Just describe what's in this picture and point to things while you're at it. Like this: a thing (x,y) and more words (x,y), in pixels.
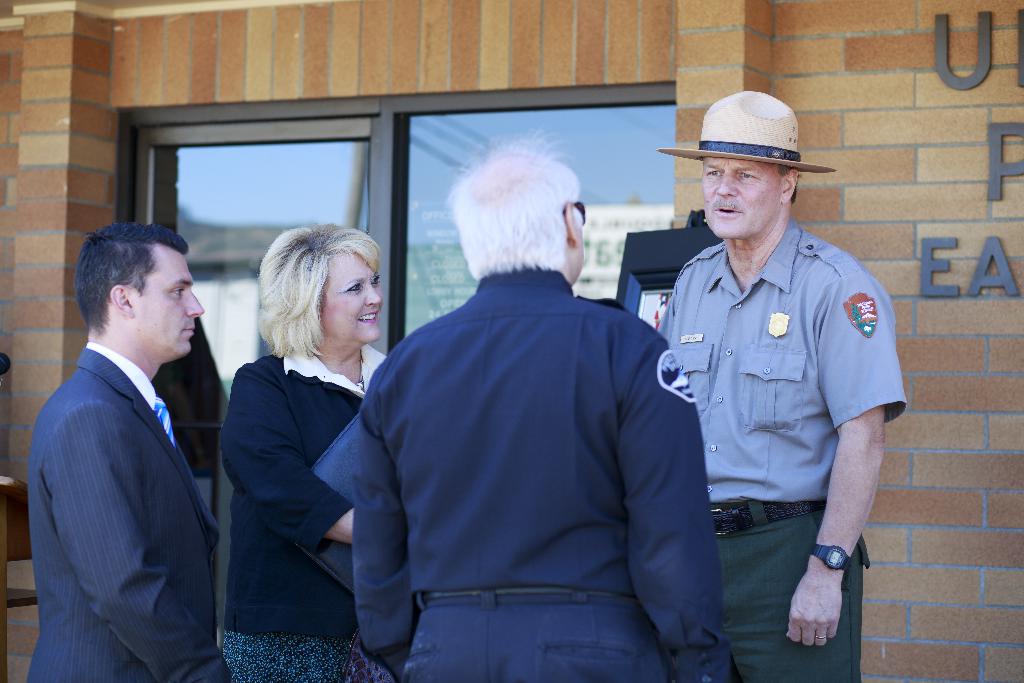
In the image we can see three men (453,425) and a woman (287,443) standing, they are wearing clothes (434,524) and the woman (334,402) is smiling. This is a wrist watch (815,547), hat (784,118), brick wall (807,122), window (471,136) and this is a text (927,252) on the wall (912,258).
